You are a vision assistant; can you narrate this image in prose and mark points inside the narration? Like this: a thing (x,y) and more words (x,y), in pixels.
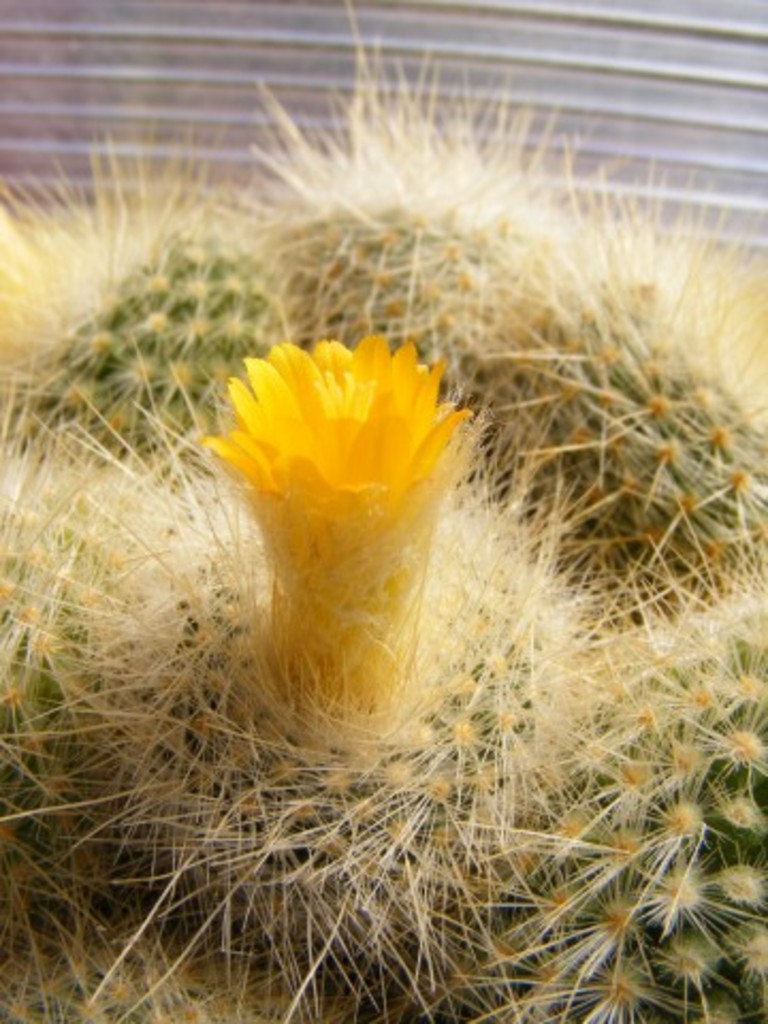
As we can see in the image there is a plant (453,270) and yellow color flower (346,510).
